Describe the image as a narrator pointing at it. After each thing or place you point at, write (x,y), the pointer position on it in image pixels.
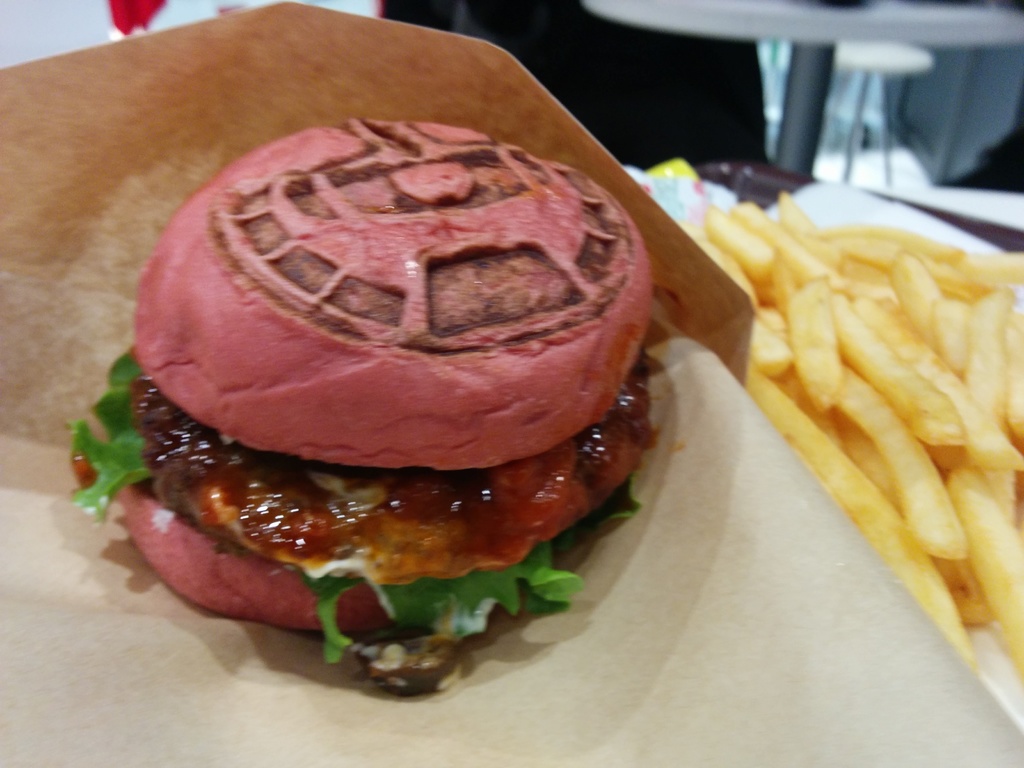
In this image I see the french fries (911,369) over here and I see the food (572,361) over here which is of pink, green, white and red in color and I see the brown color thing (125,259) over here.
